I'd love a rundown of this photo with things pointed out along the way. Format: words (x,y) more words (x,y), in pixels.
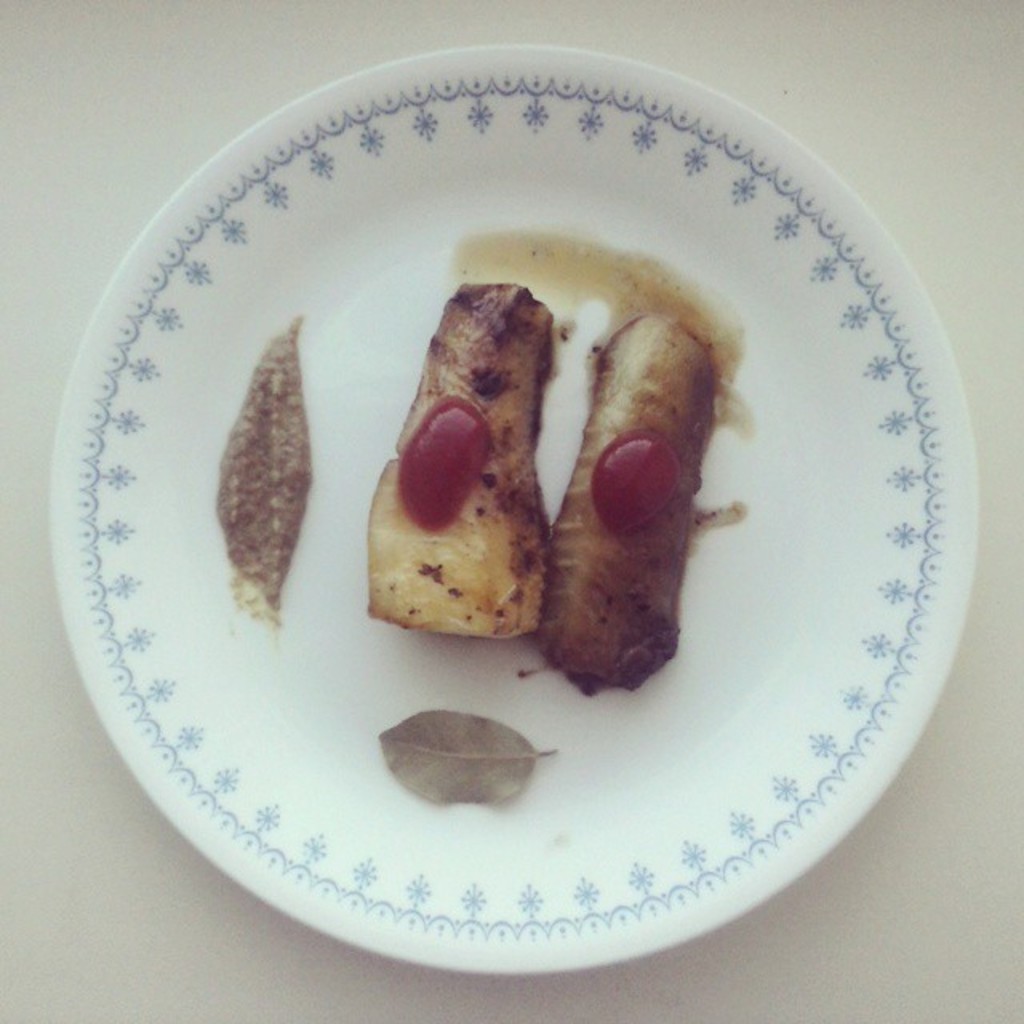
This image consists of food (465,593) in a plate (369,478) along with ketchup (451,468). At the bottom (265,981), it looks like a floor (95,938).
